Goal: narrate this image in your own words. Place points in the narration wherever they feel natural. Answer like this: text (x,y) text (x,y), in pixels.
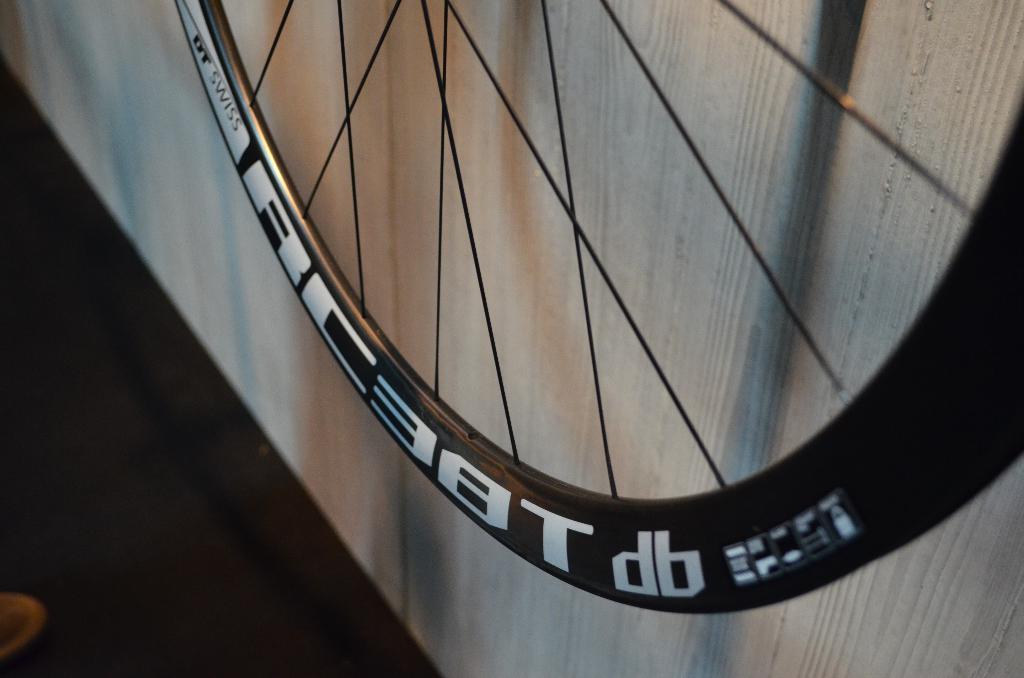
in this image we can see a wheel (555,516) placed on the surface (610,351).
